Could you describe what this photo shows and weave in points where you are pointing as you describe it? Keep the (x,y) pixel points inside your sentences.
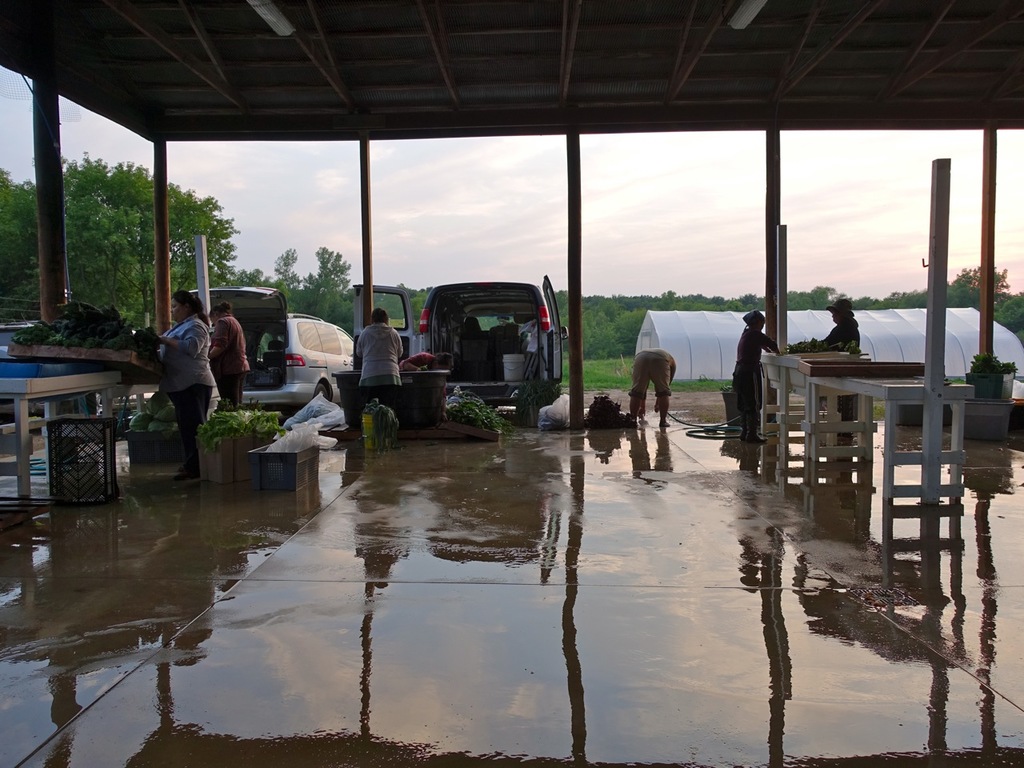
In this picture we can see a shed (510,88), on the right side (868,400) and left side there are tables (108,379), we can see some leafy vegetables (103,336) on the left side (232,427), there are two vehicles (491,392) in the middle (504,388), in the background (678,296) we can see trees (632,299), grass (621,370) and a tent (896,338), there are some people (760,333) standing in the middle (384,376), we can also see the sky (675,188) in the background (667,175).
